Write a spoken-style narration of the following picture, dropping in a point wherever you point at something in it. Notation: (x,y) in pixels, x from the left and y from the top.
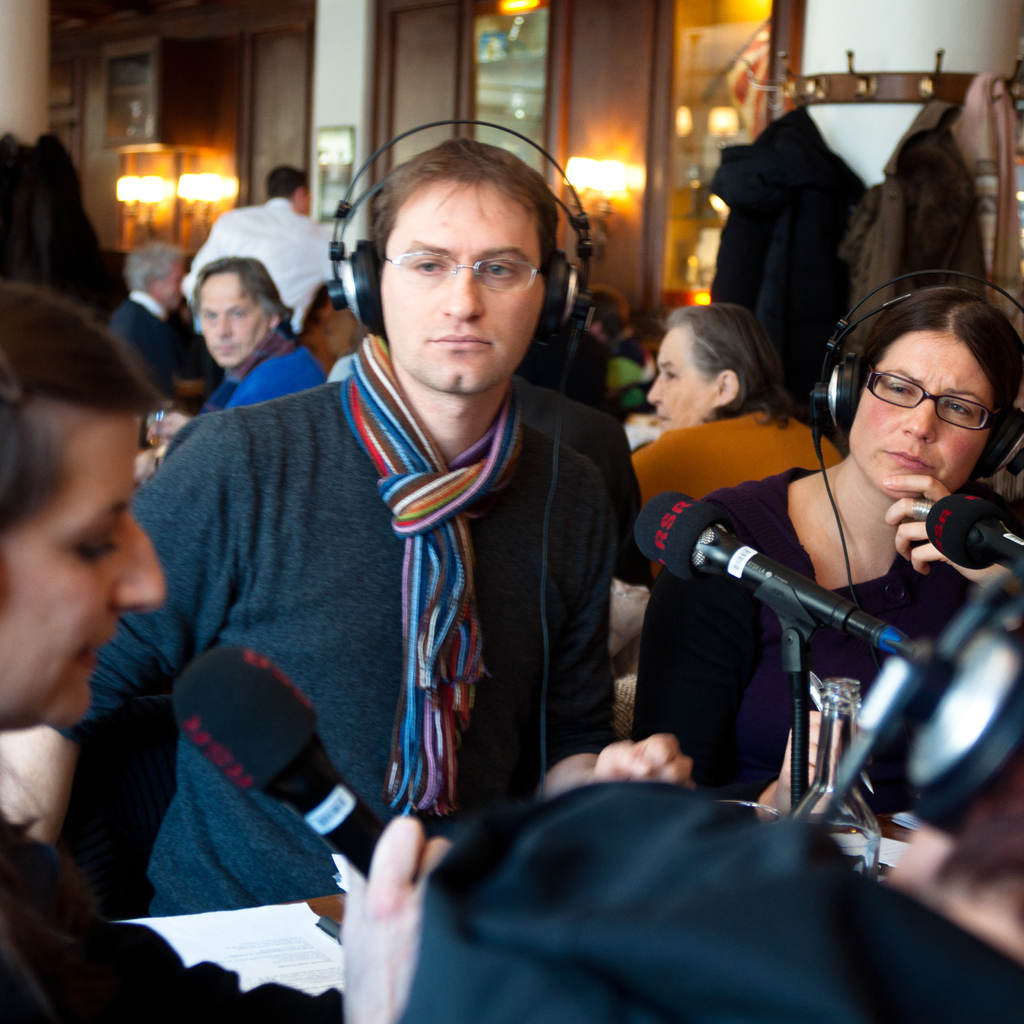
In this picture, we can see a few people (353,448), and among them a few (502,673) are with head set (953,641), and a person (57,818) is holding a microphone (340,793), we can see microphones (966,542), and in the background (446,93) we can see wall (587,112) with doors (490,97), lights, and some objects (784,96) in the top right side of the picture (800,87).
